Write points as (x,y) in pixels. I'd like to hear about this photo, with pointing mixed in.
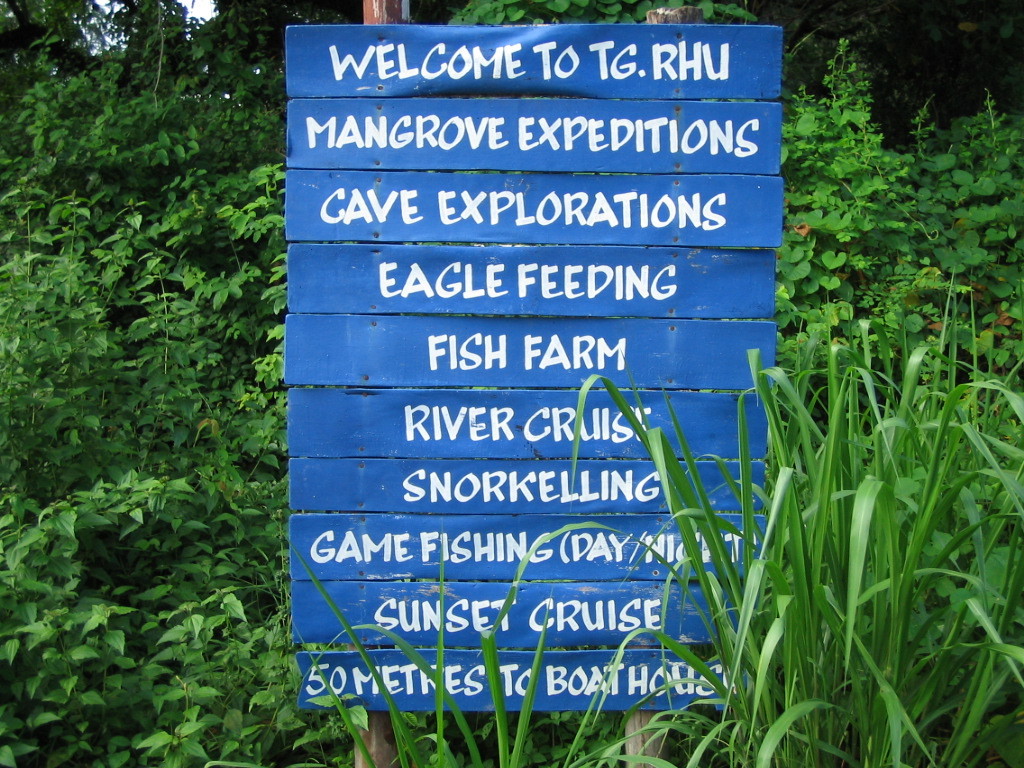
Here in this picture we can see a board (336,174) with some text (408,285) present on it present on the poles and we can see it is covered with plants (221,507) and trees (209,203) around it.
